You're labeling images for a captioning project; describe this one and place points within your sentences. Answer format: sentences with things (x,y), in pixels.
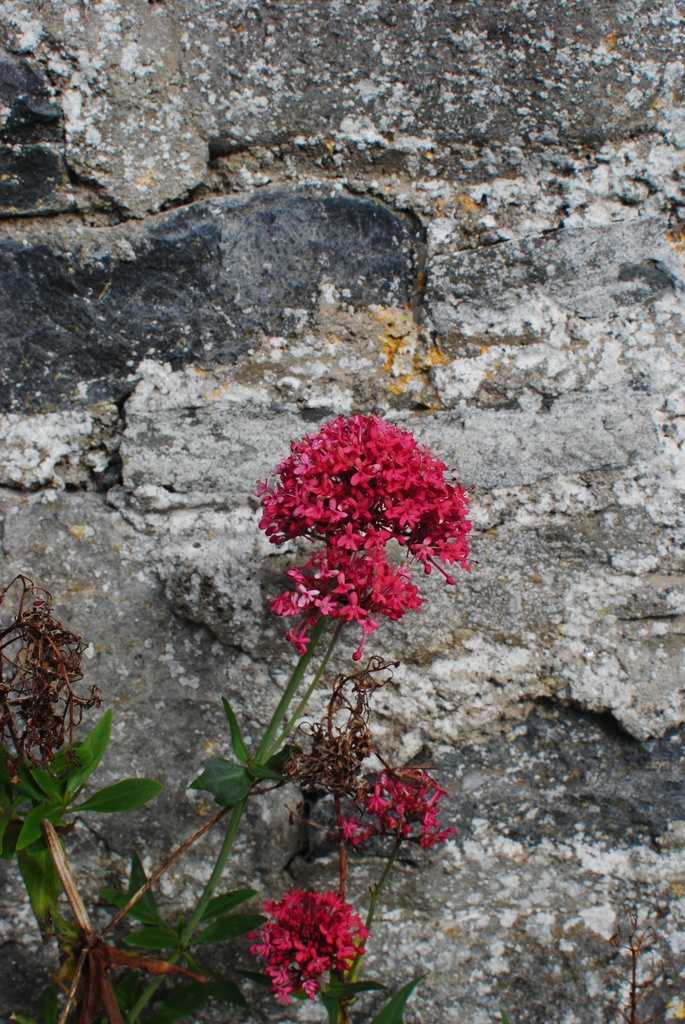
In this image we can see a plant (275,729) with flowers (298,608) on it and the background (187,711) looks like a wall (320,226).
